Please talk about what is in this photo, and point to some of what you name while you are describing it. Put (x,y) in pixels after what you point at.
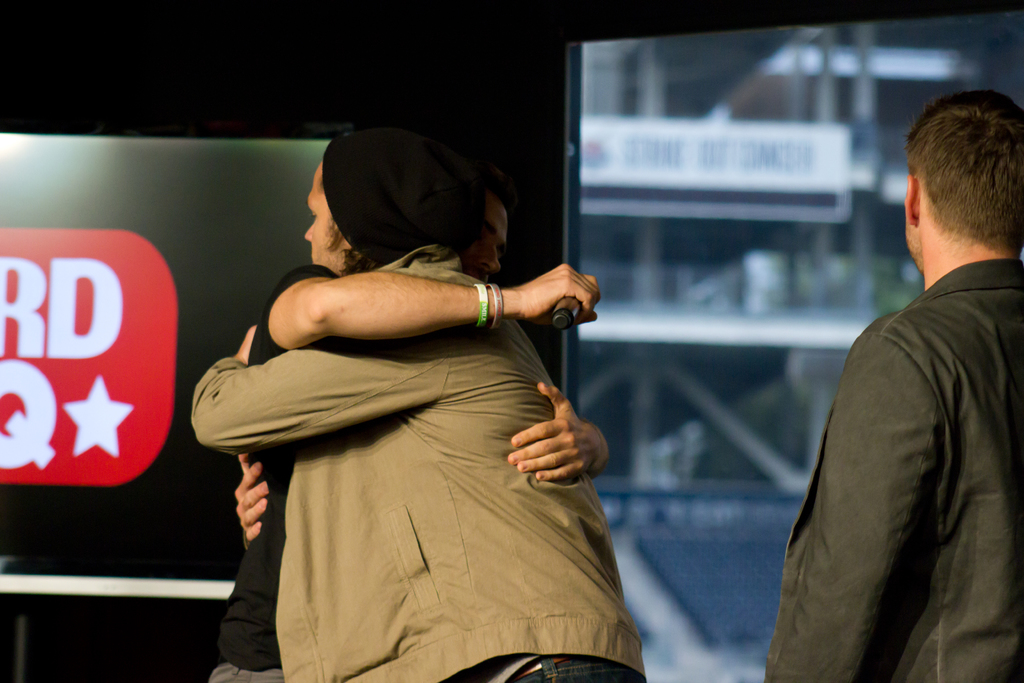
In this picture I can see there are two people (418,403) hugging each other and there is another person (914,475) standing here and in the backdrop (135,382) there is a television (141,370) and there is a banner (717,122).
